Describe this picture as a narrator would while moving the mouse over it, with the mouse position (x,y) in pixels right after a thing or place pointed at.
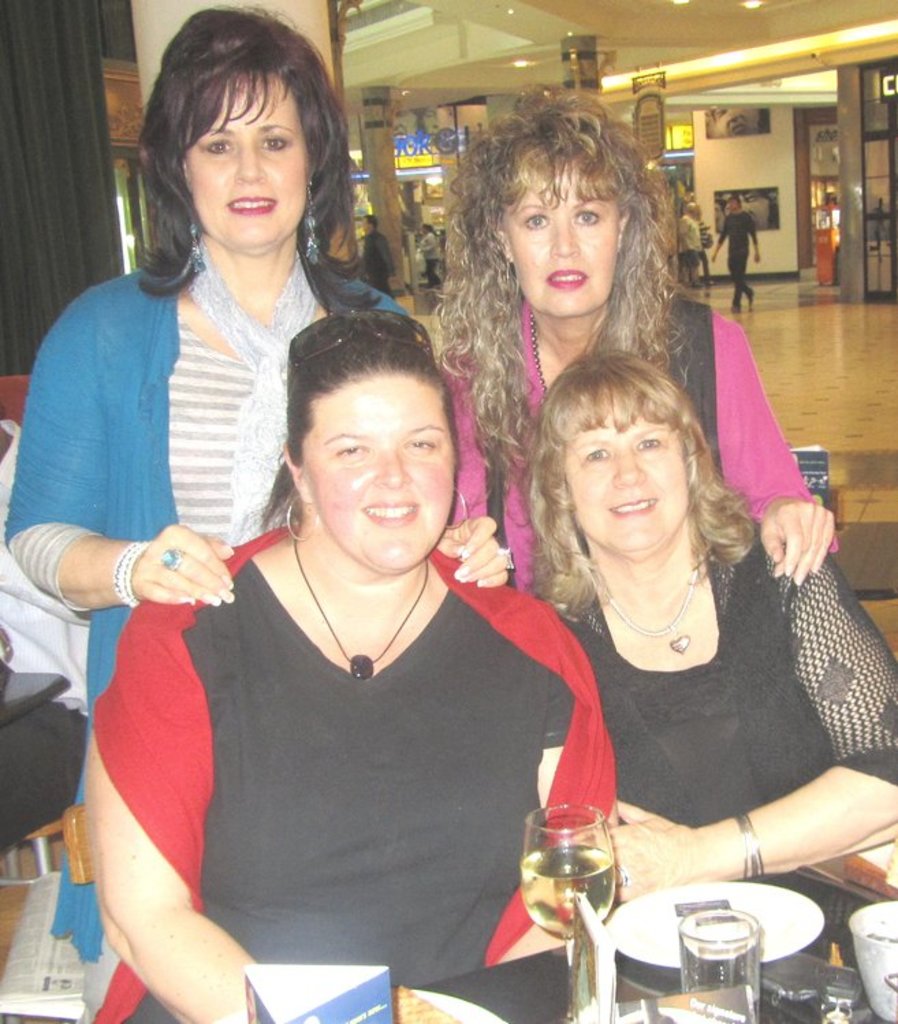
There are two women (349,620) sitting on chairs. behind these women (302,805) there are two women (509,241) standing. We can see plates (779,886), glasses (581,977) and objects (315,984) on the table (501,996). In the background (44,257) we can see cloth (15,570), paper (24,947), pillars (147,30), curtain (51,98), people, floor (836,302), wall (775,248) and lights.
